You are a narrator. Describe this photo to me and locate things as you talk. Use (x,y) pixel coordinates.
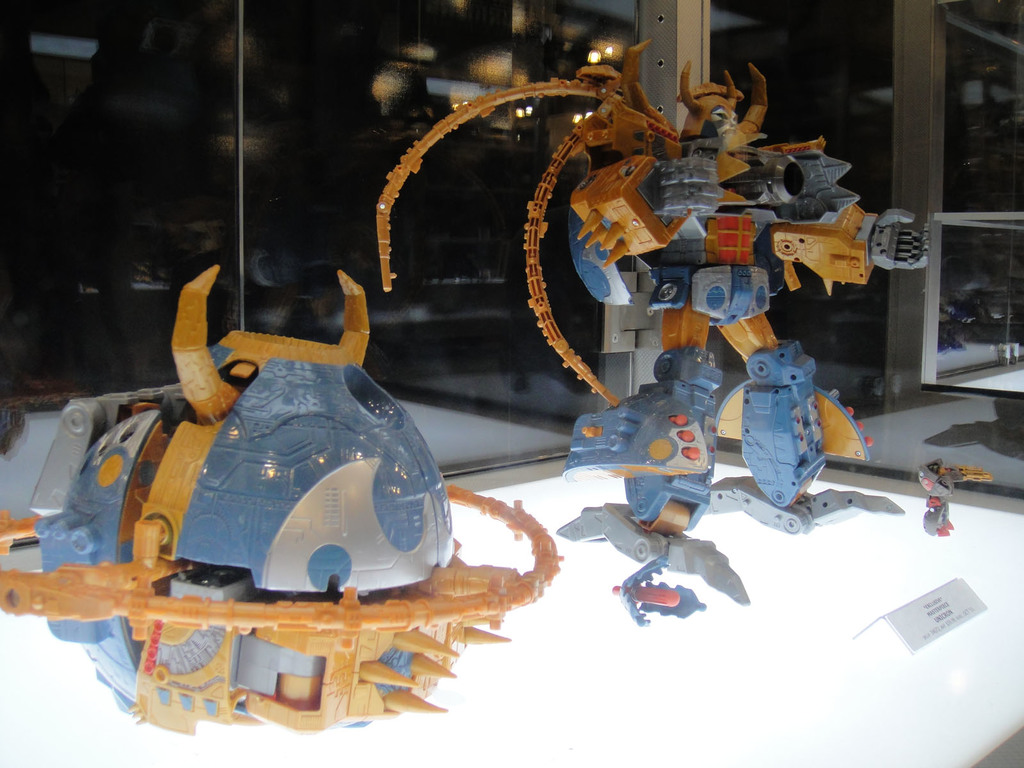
In this picture we can see toys (244,629) and board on the white platform (598,682). We can see glass (204,128), through glass (533,134) we can see the lights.
